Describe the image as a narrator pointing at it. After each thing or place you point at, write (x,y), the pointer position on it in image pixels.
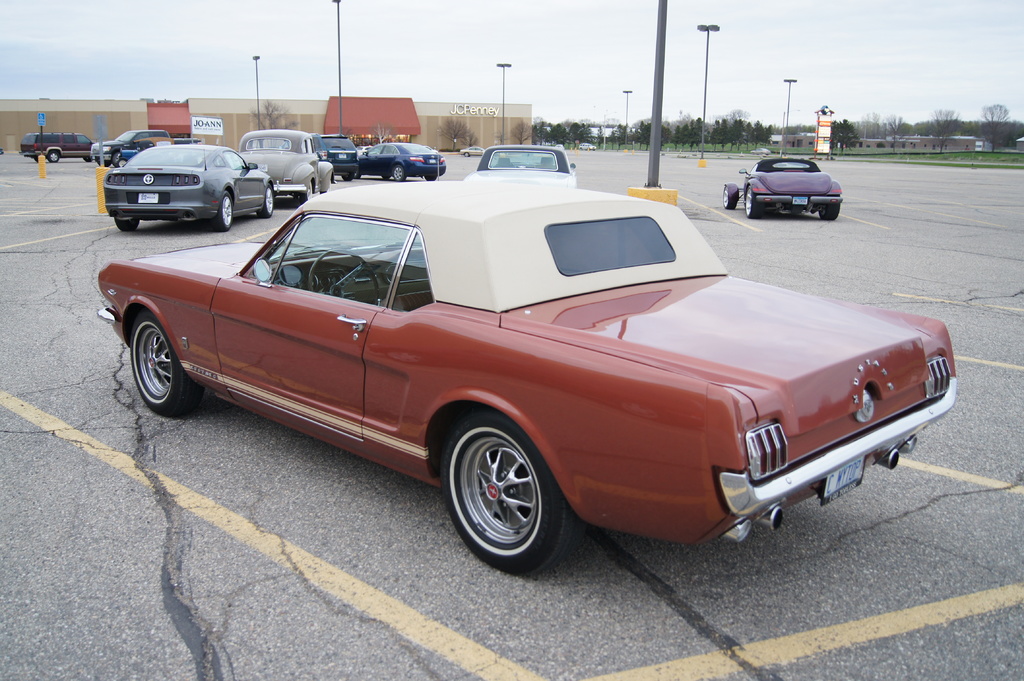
In this picture I can see there is a car (351,280) and there are few other cars (342,151) behind it. There is a building (393,121) on left side (265,120) and trees (670,128) and poles (628,114) with lights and the sky (623,46) is cloudy.
